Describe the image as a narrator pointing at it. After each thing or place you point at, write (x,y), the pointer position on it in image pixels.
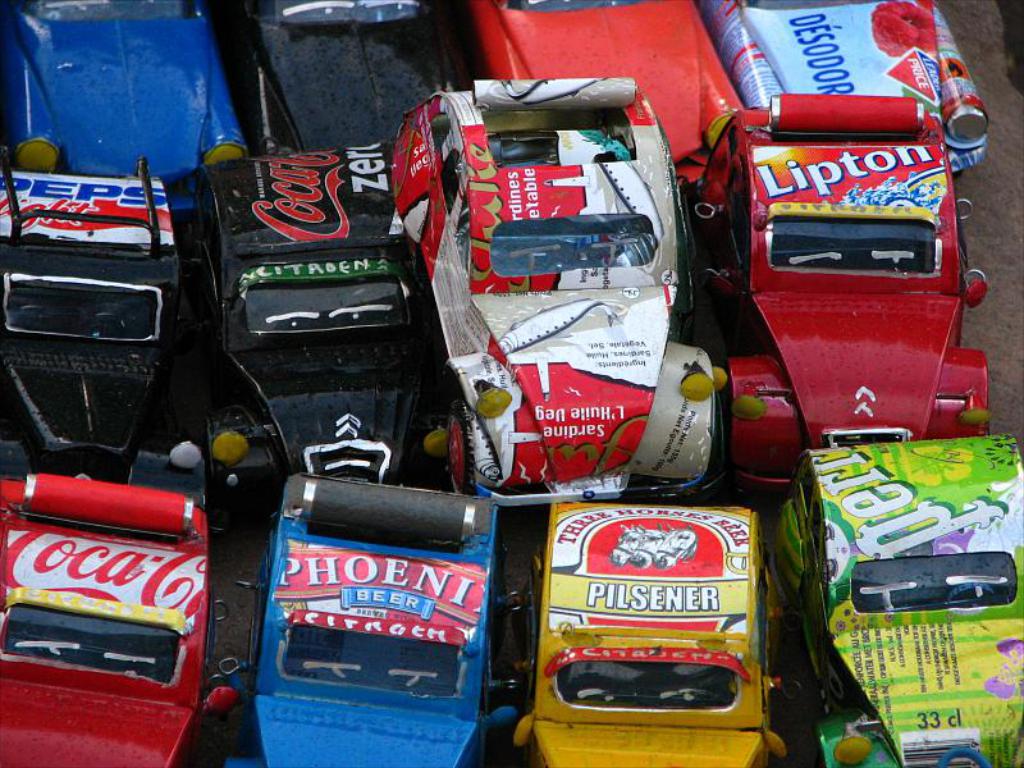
In this picture I can see toy vehicles (625,279) on an object (1023,288).
